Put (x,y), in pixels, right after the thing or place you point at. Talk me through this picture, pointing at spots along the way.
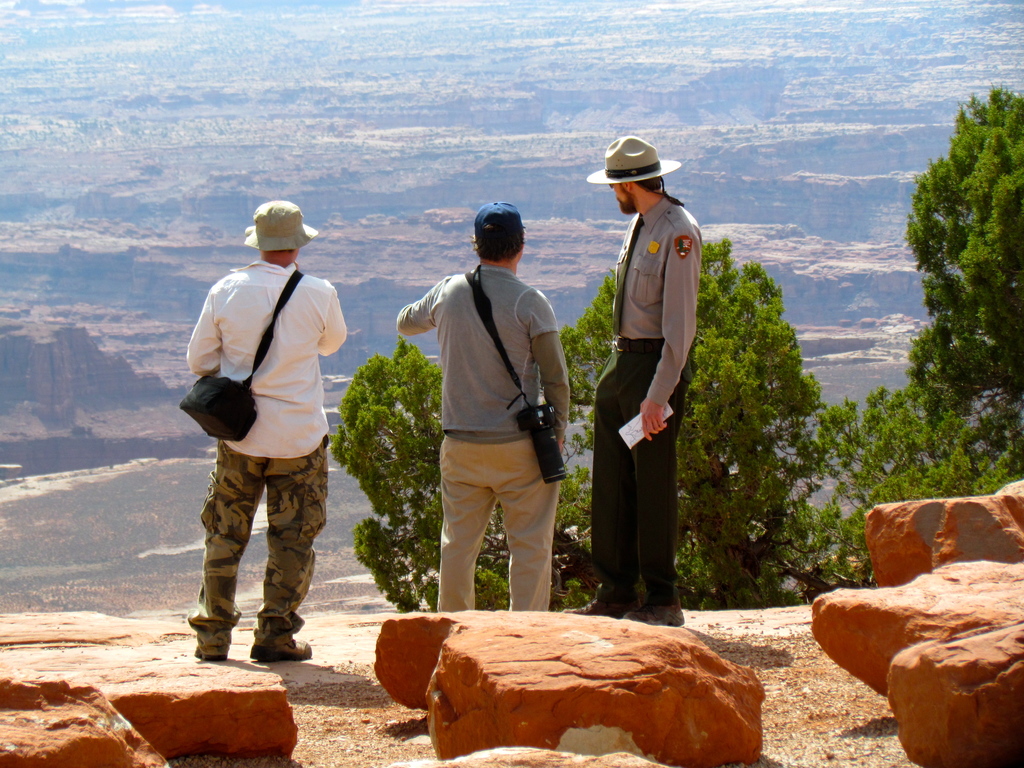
In this image there are three persons (545,382) standing on the rock (325,668). In front of them there are trees (433,418). At the bottom (432,686) there are stones (659,693). All the three people (664,231) are wearing the caps (638,171). On the right side (688,308) there is a security officer (614,408) standing beside the two persons (454,425). This image is taken from the top.
